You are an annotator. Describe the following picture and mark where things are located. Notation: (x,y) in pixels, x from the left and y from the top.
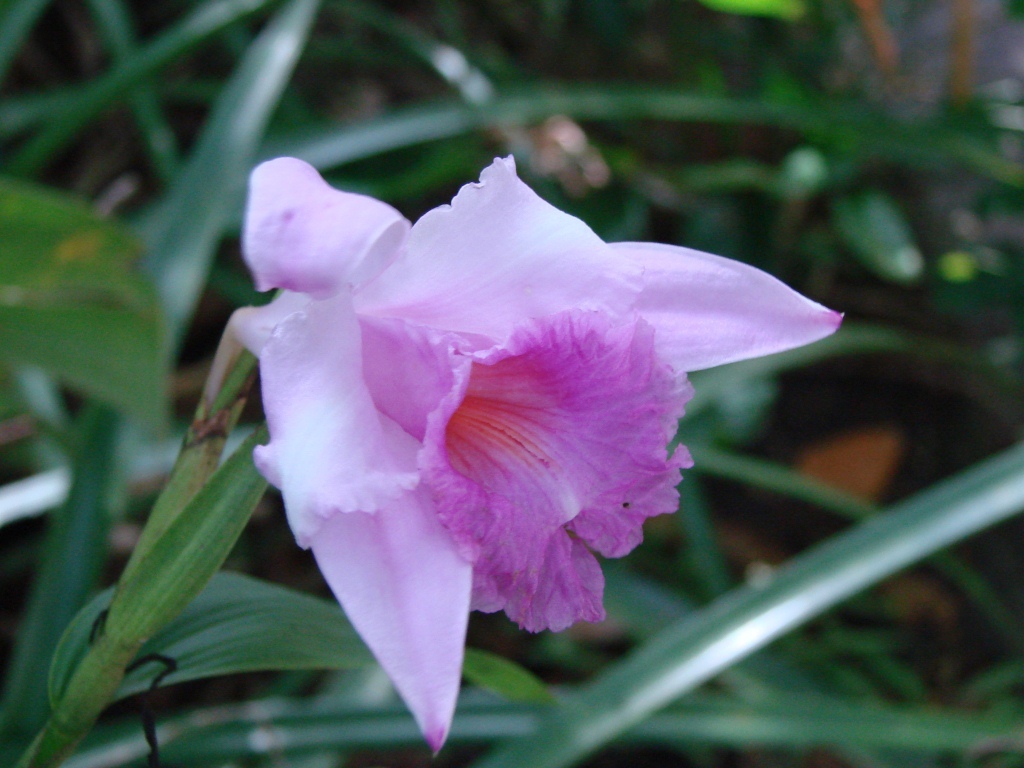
In the image there is a pink flower (316,539) to a plant (197,583) and the background of the flower (538,309) is green.
